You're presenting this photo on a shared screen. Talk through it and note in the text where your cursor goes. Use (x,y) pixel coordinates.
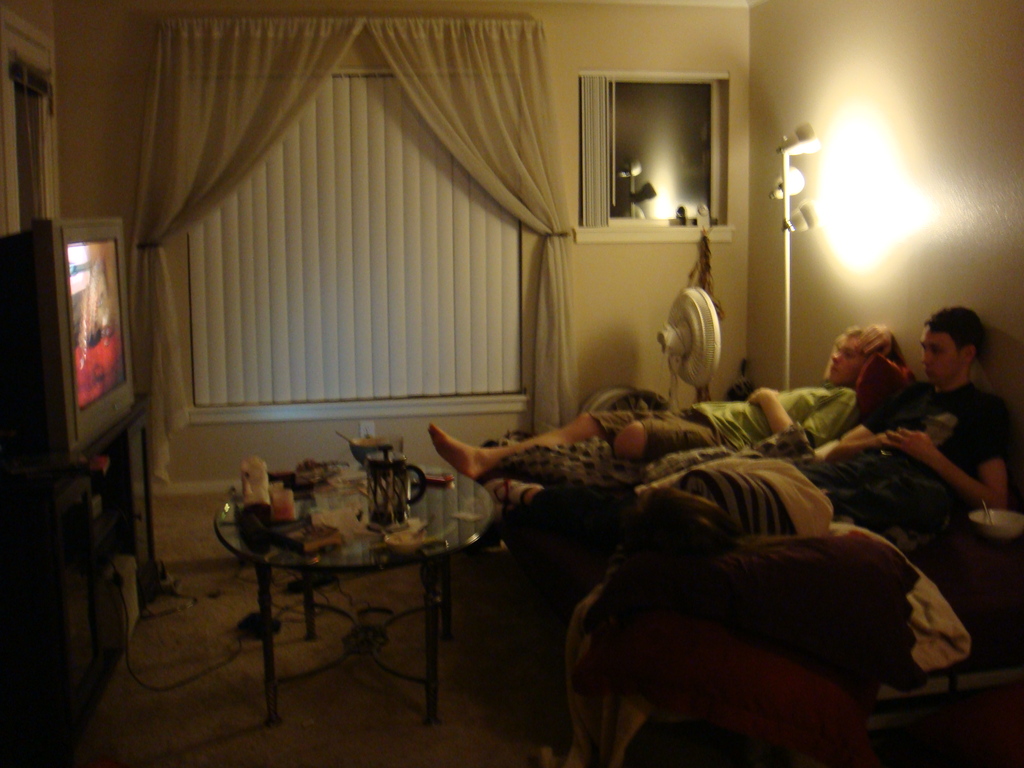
In this image I can see three people (831,478) are on the couch (747,572). In front of them there is a table (456,506). On the table (428,521) there are some of the objects (300,492). To the left (63,383) there is a television (92,318). In the back (421,101) there is a curtain (514,189) to the window (421,206).
